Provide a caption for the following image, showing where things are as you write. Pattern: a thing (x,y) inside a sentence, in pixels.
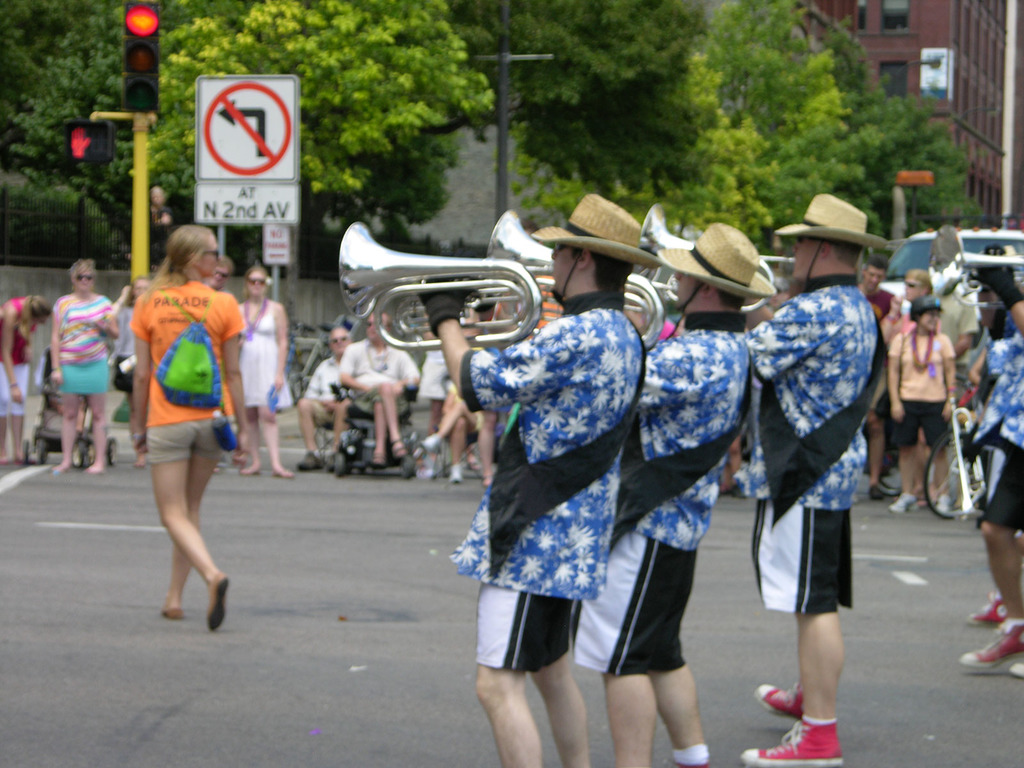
In this picture I can see the three persons (609,388) are blowing the horns (652,307) in the middle (672,377). On the left side (181,439) a woman (187,495) is walking on the road (263,491), I can see traffic signals (83,131) and a sign board (259,218). In the background (411,139) there are trees (554,138), in the top right hand side (823,5) I can see a building (1018,104).
